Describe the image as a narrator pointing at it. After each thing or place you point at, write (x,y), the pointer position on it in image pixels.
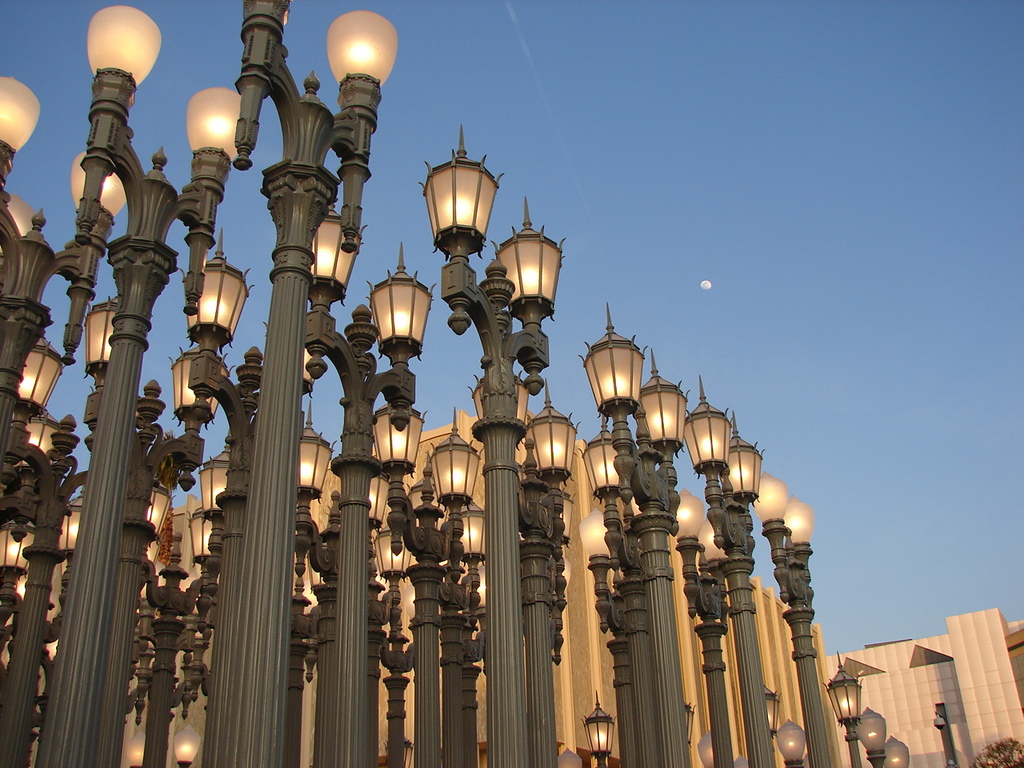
In this image we can see many lamps (518,272), here is the pole (445,539), there is a wall (933,727), at above here is the sky (762,133) in blue color.
